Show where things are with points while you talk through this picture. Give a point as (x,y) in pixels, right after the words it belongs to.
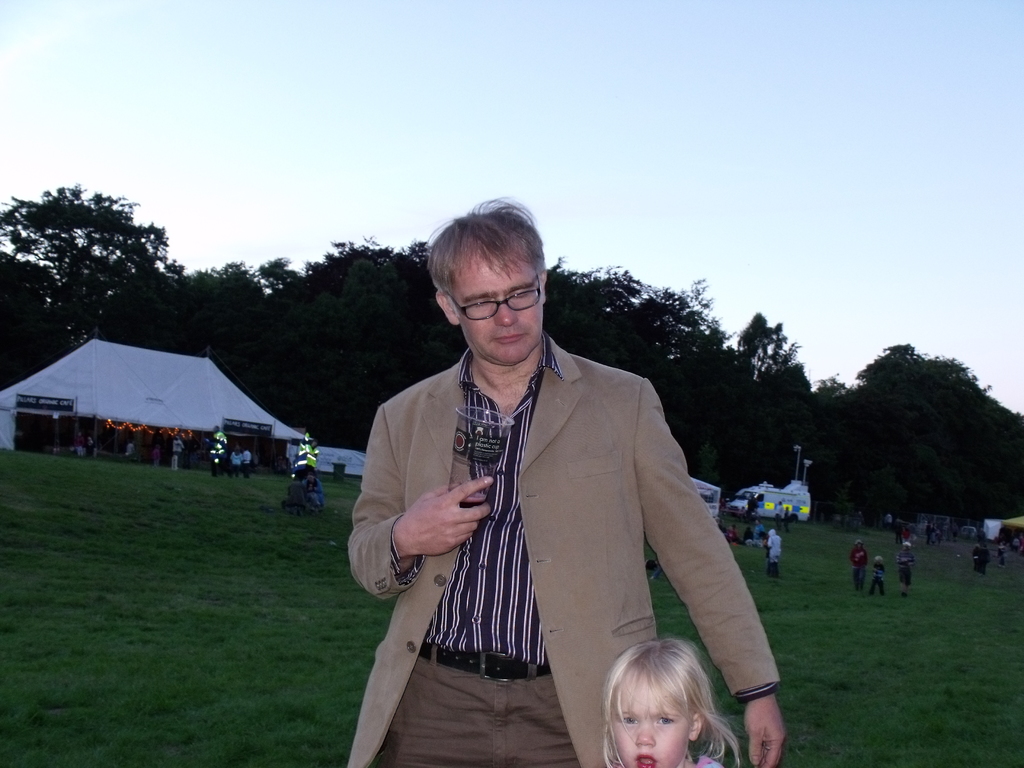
In this image, there is an outside view. There is a person (597,508) at the bottom of the image (510,615) standing and wearing clothes (498,638). This person (495,497) is holding a glass (497,458) with his hand (462,485). There is a tent (137,412) on the left side of the image (151,400). There are some trees (682,298) in the middle of the image (409,272). There is a sky (468,59) at the top of the image (494,94).
